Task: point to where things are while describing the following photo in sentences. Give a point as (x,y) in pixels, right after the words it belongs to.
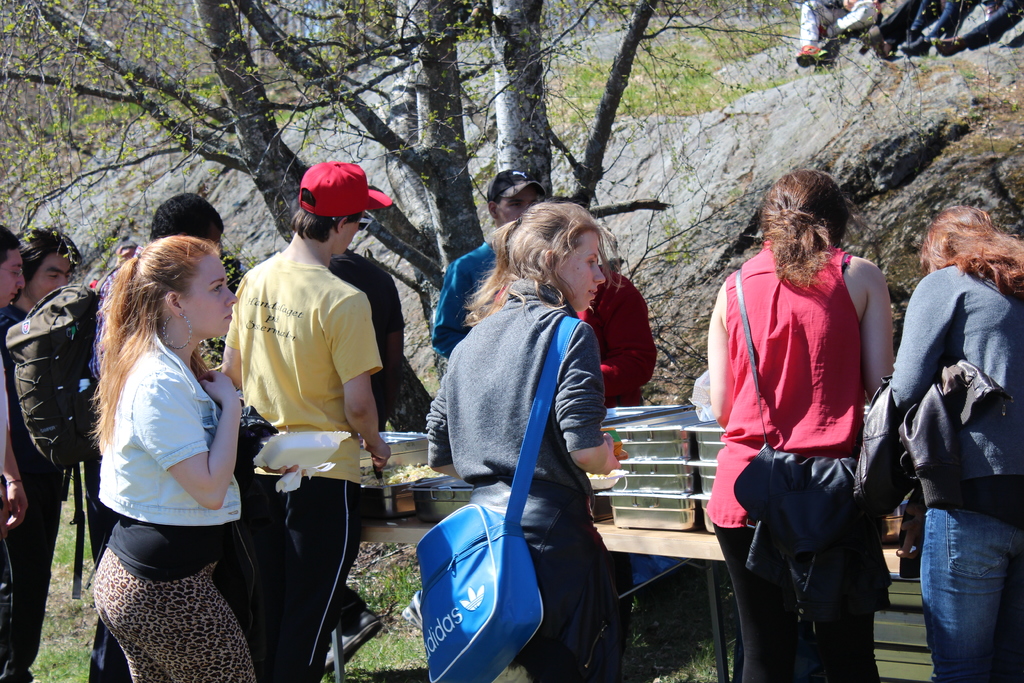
In this picture I can observe some people (554,312). There are men (363,389) and women (122,430) in this picture. I can observe a table (396,518) on which some dishes (399,456) are placed. In the background (534,59) there are trees (203,147) and a hill (214,103).
